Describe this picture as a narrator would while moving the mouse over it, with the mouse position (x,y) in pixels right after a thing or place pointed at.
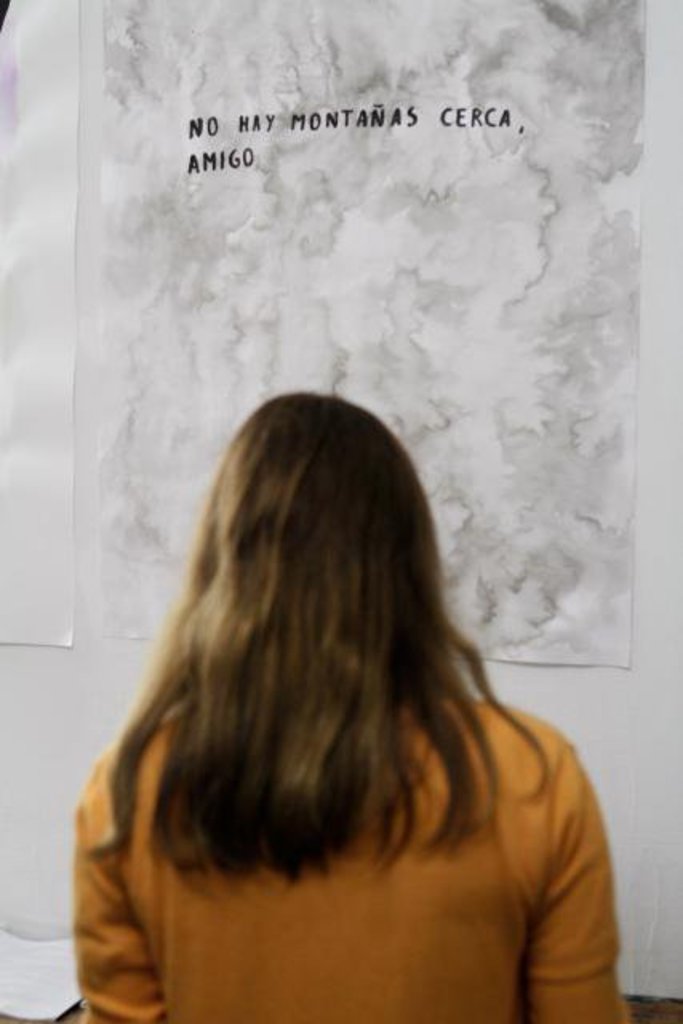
As we can see in the image there is a white color wallpapers (445,236) and a woman (320,777) standing over here.
